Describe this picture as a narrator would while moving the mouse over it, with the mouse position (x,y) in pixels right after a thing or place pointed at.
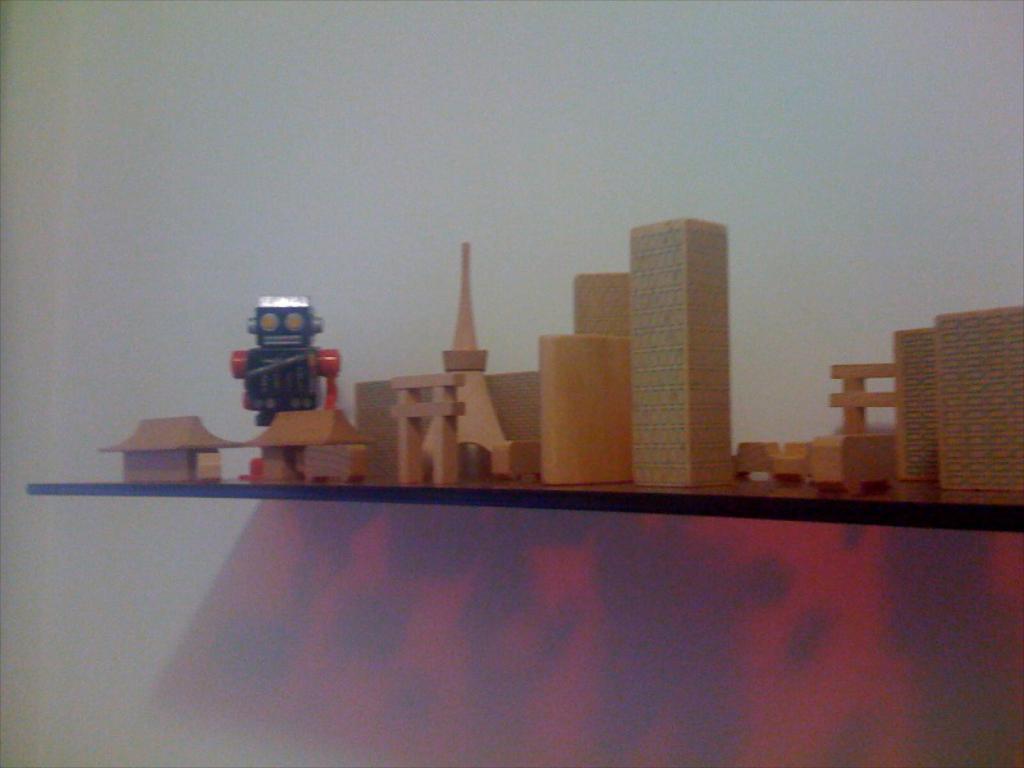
In this image there are toys (633,458) on the shelf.
